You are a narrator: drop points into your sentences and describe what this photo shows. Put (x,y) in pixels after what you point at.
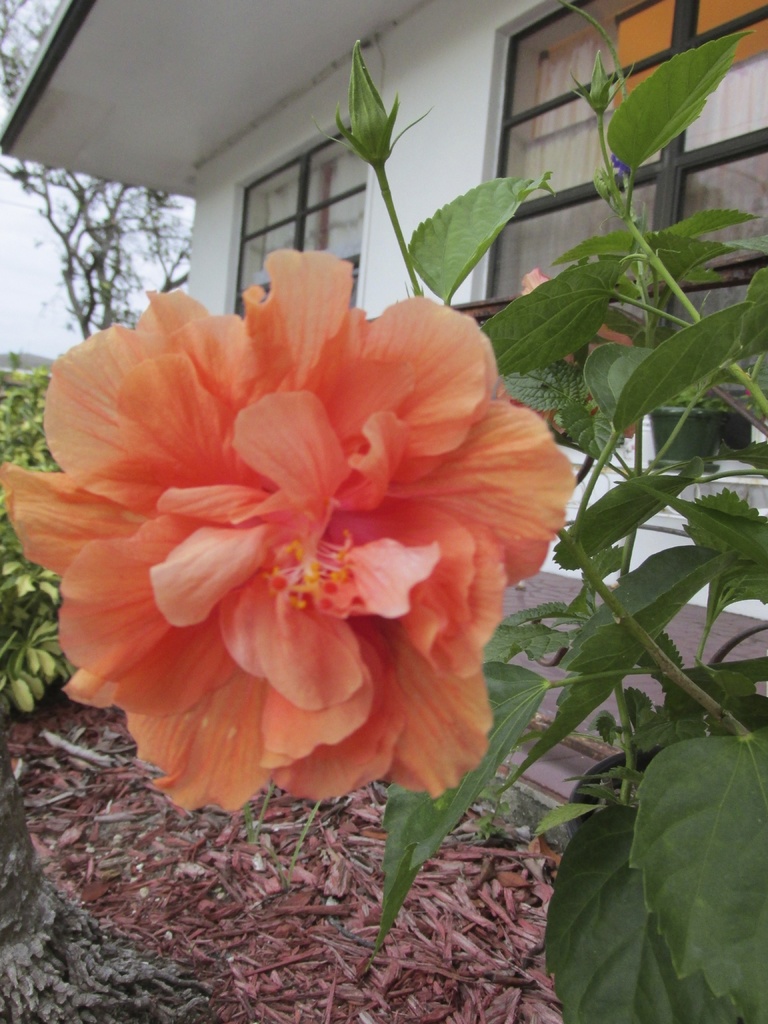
In this picture I can see a plant (720,531) in front (689,975) and on it I can see a flower (383,660) which is of orange color. In the background (50,370) I can see a building (180,24), few plants (1,440) and trees (13,78). I can also see the sky (24,291).
